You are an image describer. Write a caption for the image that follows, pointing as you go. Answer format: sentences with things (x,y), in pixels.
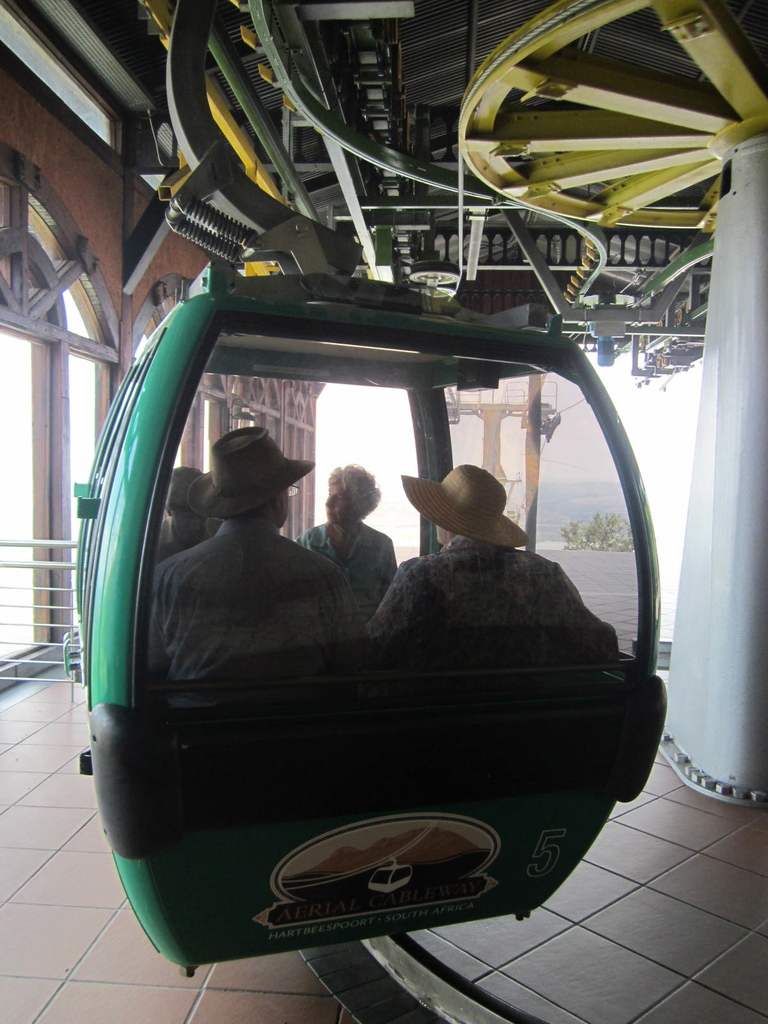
In this image people (307,612) are sitting in the cable car (334,688). Few people (261,531) are wearing hats (221,487). Right side (730,28) there is a pillar (736,216) having a wheel (712,206). Left side (15,325) there is a wall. Behind the cable car (607,513) there is a pillar (506,409). Beside there are plants (598,527).
